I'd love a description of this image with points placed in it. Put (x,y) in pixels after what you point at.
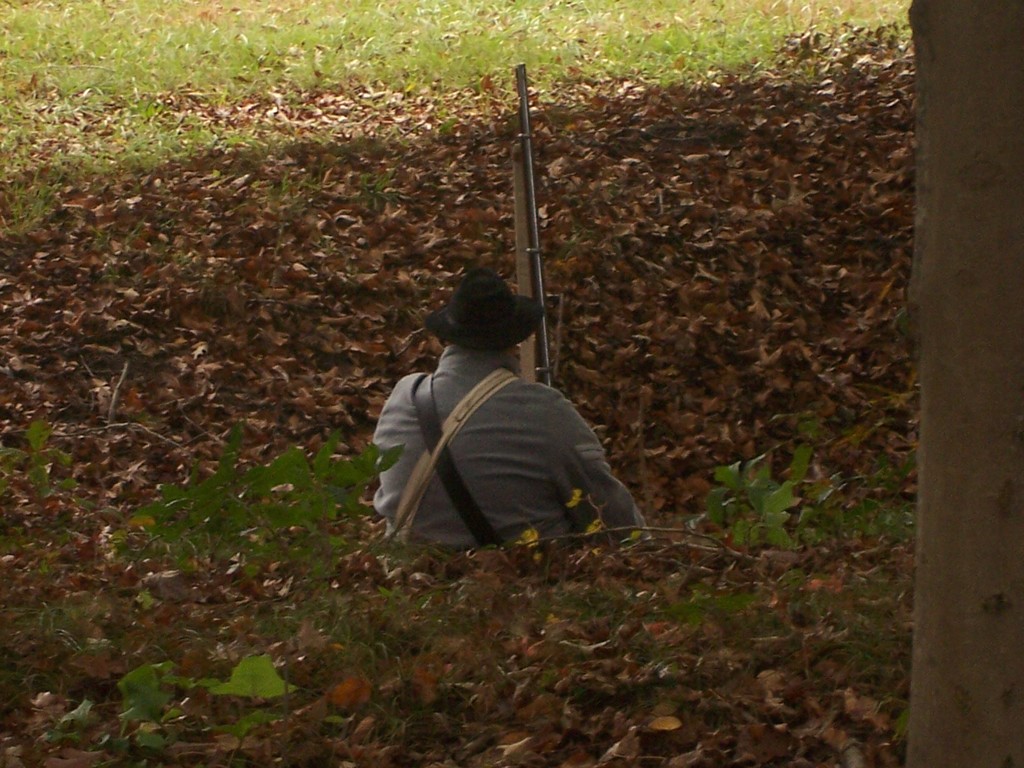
There is a person (475,422) wearing hat (495,304) is holding a gun (541,335). On the ground (383,162) there is grass (387,41), plants (595,505) and dried leaves (668,338). On the right side (989,168) we can see a trunk (966,588) of a tree (970,663).
